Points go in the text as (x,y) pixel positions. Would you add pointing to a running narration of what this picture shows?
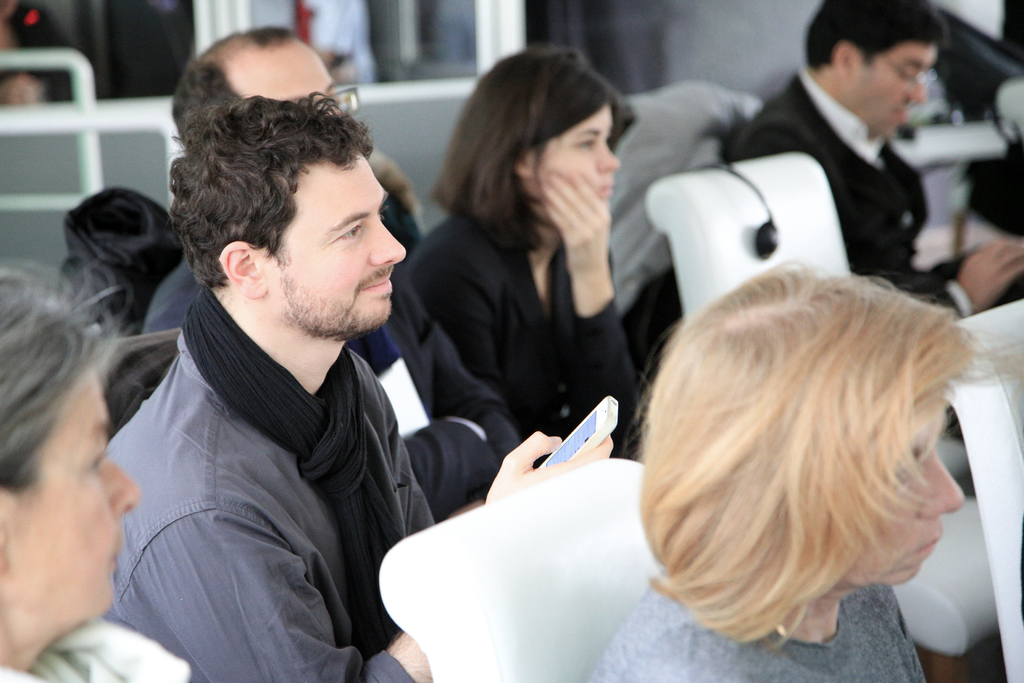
In this image we can see few persons (515,348) sitting on the chairs (959,567), a person (358,430) is holding a mobile (591,445), and there is a headset (768,240) on the chair (749,206).
